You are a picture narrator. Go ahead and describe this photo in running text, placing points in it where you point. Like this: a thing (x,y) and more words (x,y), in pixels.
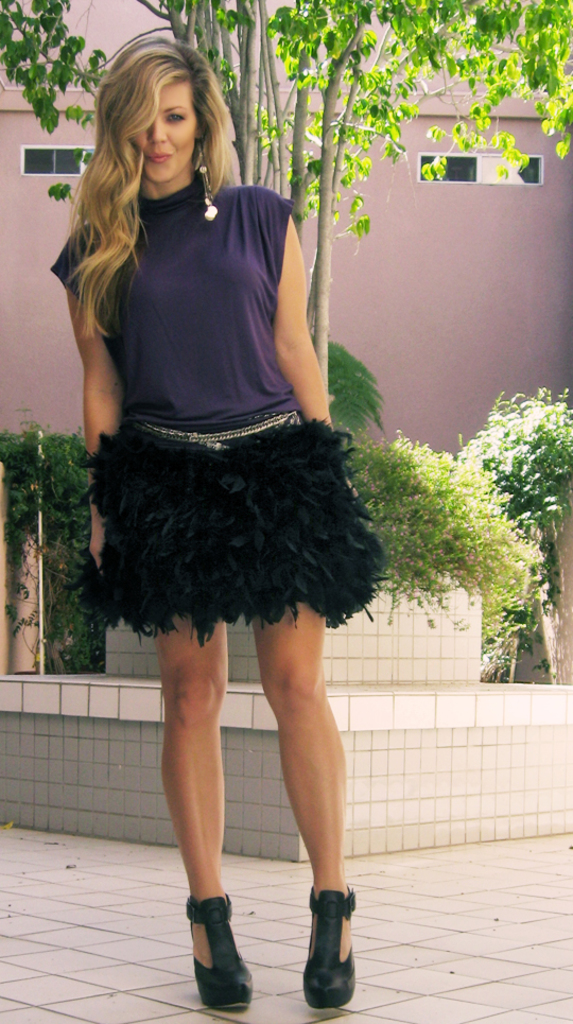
In the picture there is a woman (170,452) standing, behind the women (173,485) there are plants (346,389), trees (261,67) and there is a building (28,191).
